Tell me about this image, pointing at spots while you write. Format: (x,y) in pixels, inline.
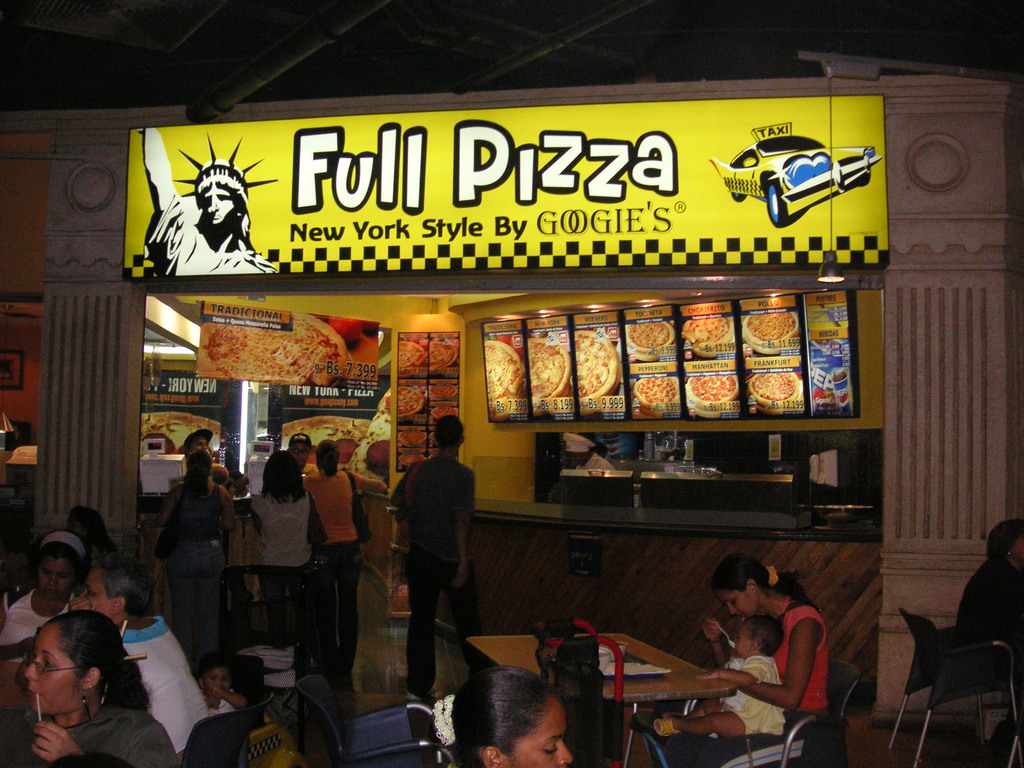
In this picture there are people (220,550) standing here and some of them are sitting and having their meal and there is the name board (349,126) here and food pictures (556,365) on the wall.
